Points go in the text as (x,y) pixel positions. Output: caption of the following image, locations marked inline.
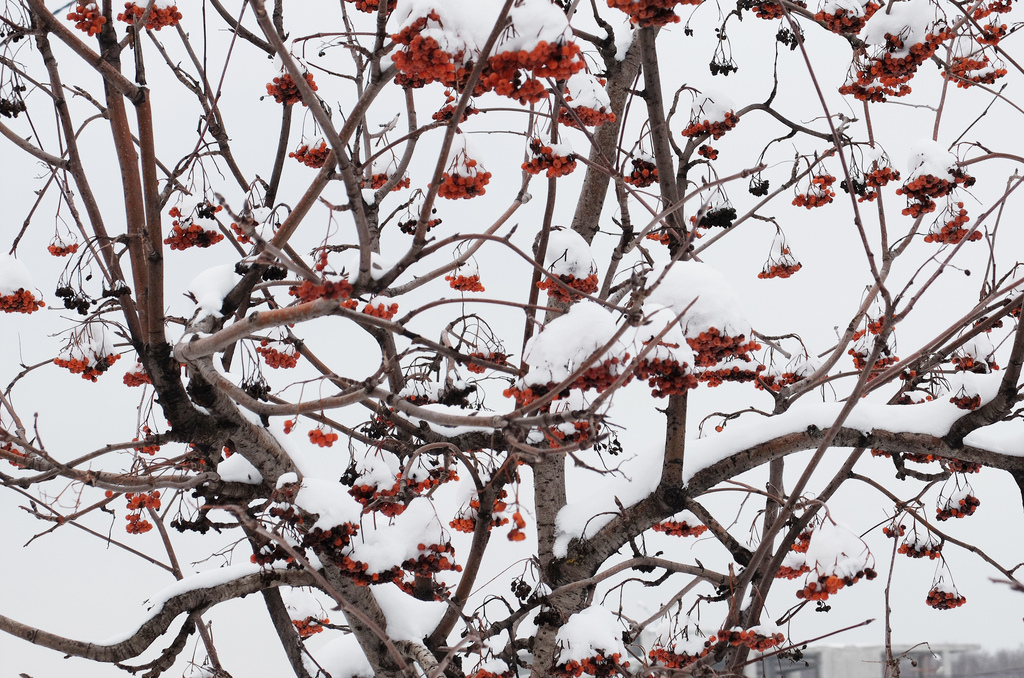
In the foreground of the picture (540,350) there are fruits (511,78) to a tree (537,246) and there is snow (374,528).
